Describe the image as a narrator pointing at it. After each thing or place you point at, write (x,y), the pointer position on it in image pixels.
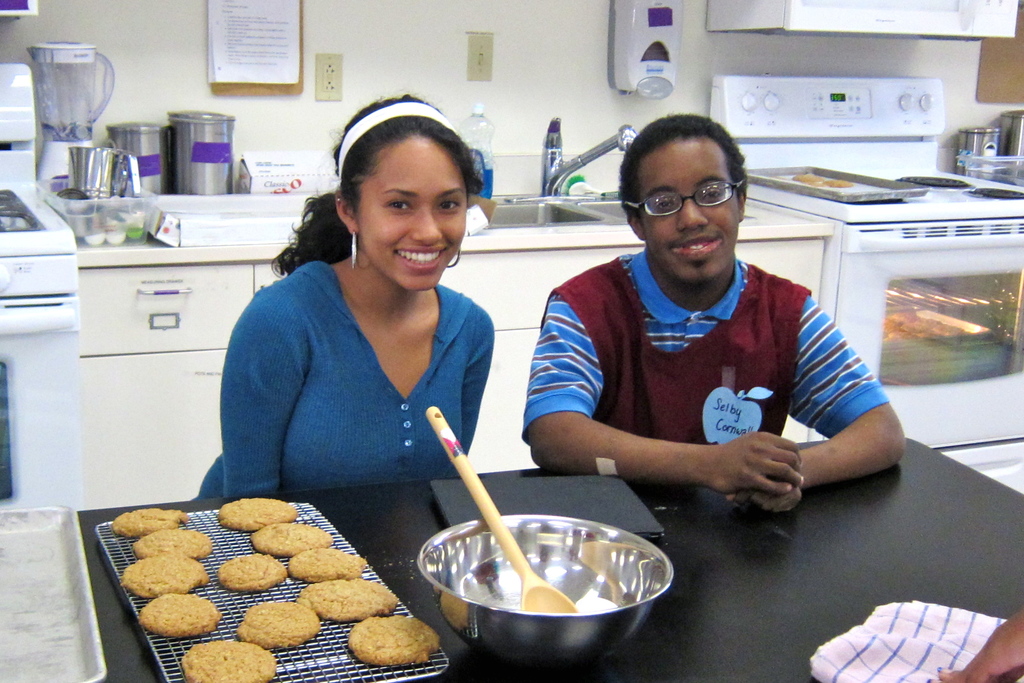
There are two persons (669,306) sitting, in front of these persons (609,462) we can see food (277,564) on grills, tray (52,566), bowl (489,578), spoon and objects (642,517) on table (874,521). Background (547,173) we can see sink (574,202) with tap (553,155), tray (906,188) on stove (942,190), under the stove (904,203) we can see oven (906,275) and we can see jars (215,141) and some objects (238,240) on surface (182,256) and wall (204,80).
